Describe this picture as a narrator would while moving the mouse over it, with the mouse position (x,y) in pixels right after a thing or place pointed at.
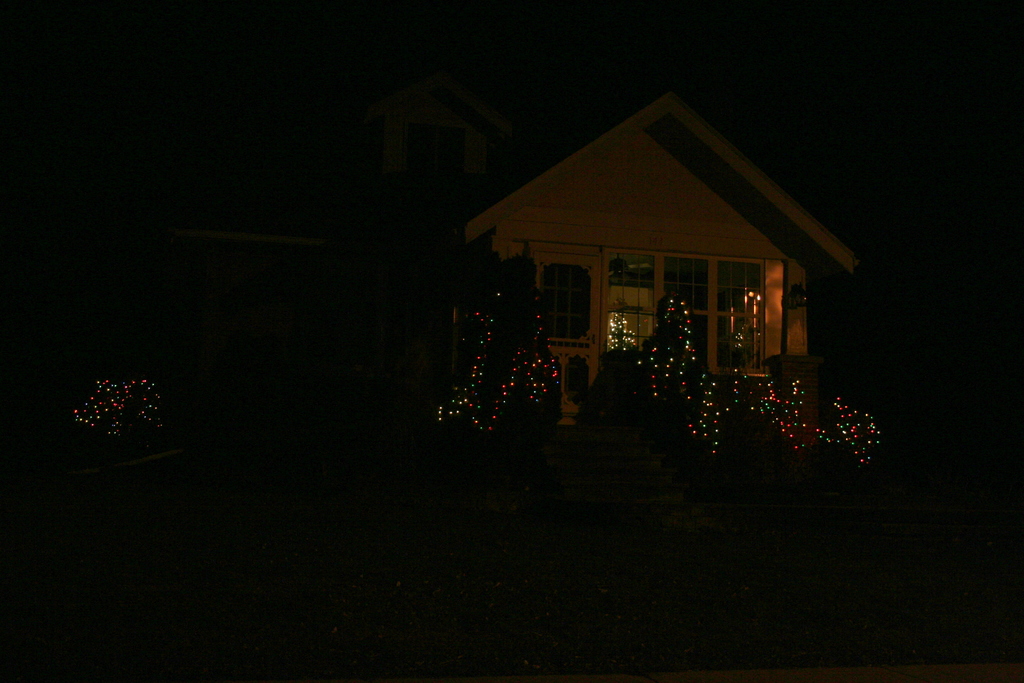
In the middle of the picture (596,439), we see the staircase (556,441). On either side of the picture, we see the trees (682,407) which are decorated with the lights (692,435). Behind that, we see a building (702,274). On the left side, we see the lights (76,412). In the background (64,373), it is black in color. This picture is clicked in the dark.
